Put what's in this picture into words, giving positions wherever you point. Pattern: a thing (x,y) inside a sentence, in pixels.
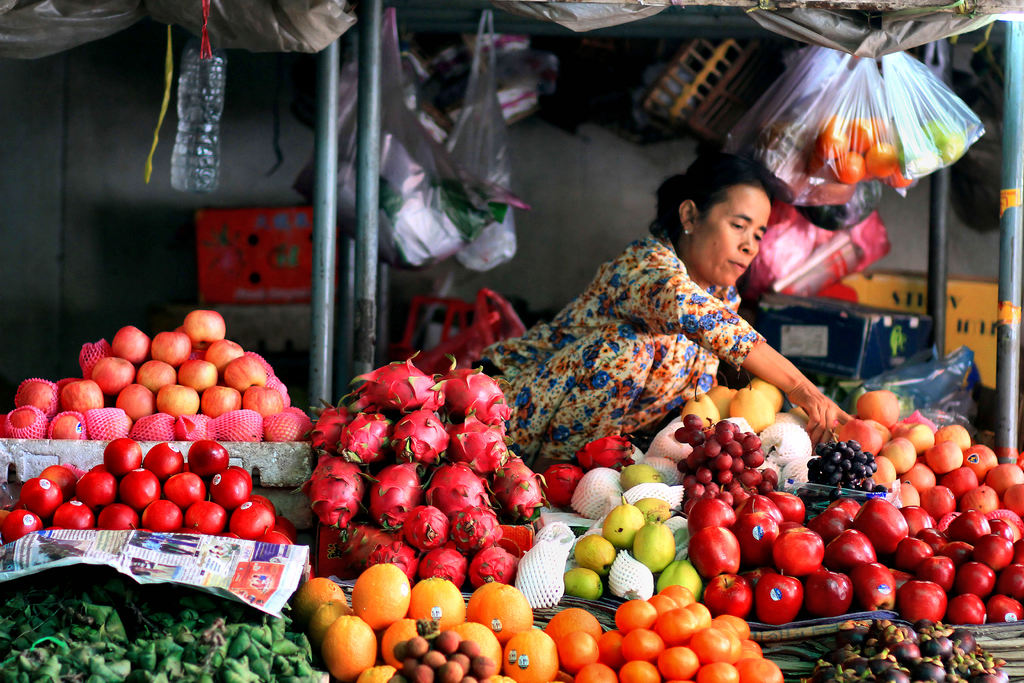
In the picture we can see a fruit shop (701,660) with fruits (787,557) on the desk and behind it, we can see a woman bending and arranging the fruits (763,664) and beside her we can see some poles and to the ceiling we can see some polythene bags (793,200) and into the wall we can see a some red color box (207,259) to it.
